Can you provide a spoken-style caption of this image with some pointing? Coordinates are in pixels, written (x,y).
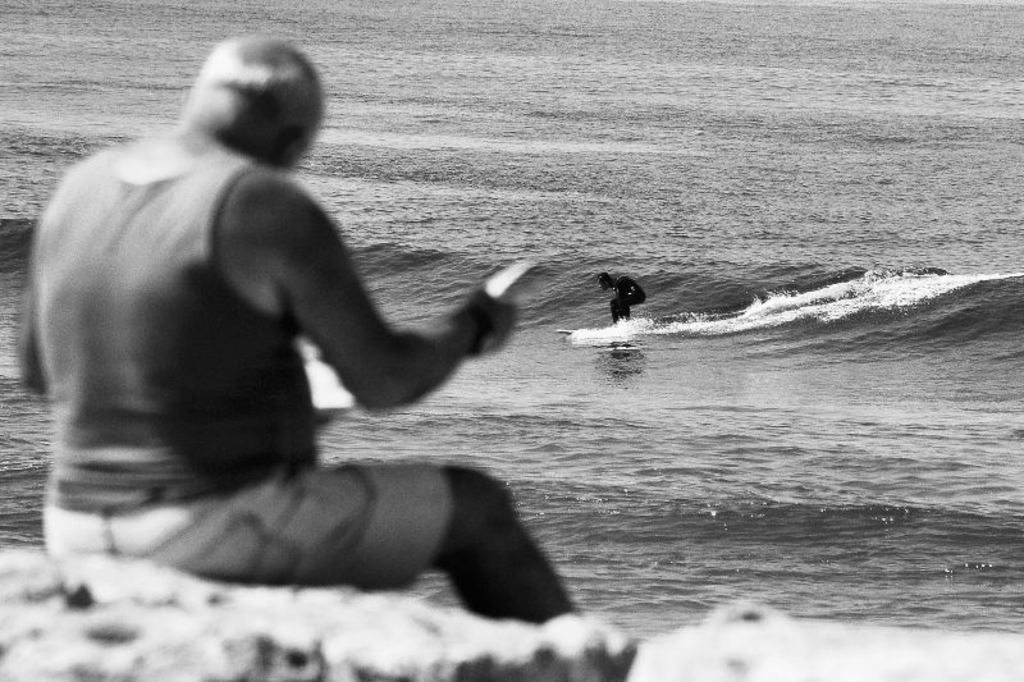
Front this man (192,386) is sitting and holding an object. Far this person (620,308) is riding a surfboard (576,334) on water (637,340).
